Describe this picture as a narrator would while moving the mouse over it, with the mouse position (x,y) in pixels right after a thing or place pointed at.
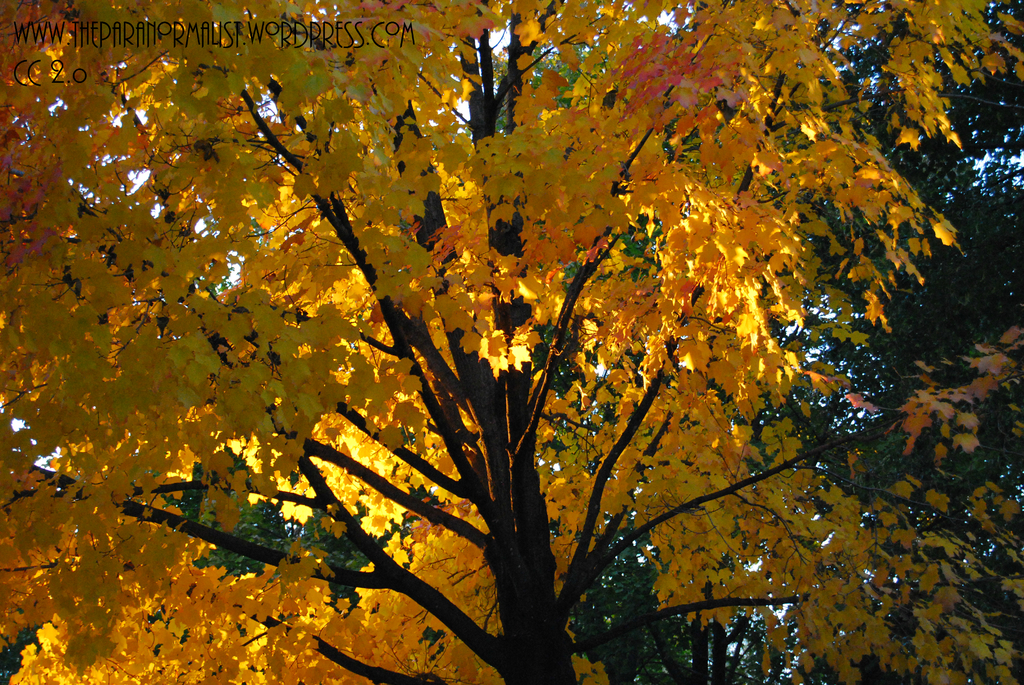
In this picture I can see there is a tree (544,482) and it has many branches (407,587) and yellow leaves (355,363) and into right there is a tree (992,277) with green leaves (966,206) and the sky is clear and there is something written at the top left of the image (131,45).
